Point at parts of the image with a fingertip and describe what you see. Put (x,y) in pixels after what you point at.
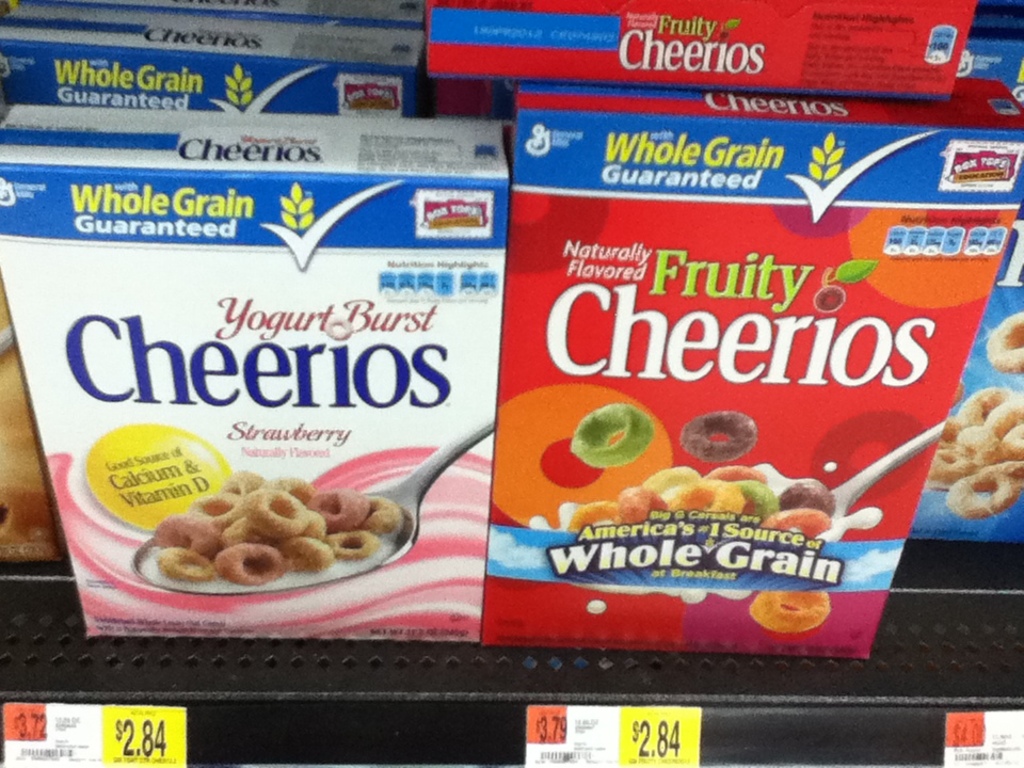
In this picture I can see the boxes (240,307) of the food items (343,514), on the rack (894,617) and there are price boards (970,742).
